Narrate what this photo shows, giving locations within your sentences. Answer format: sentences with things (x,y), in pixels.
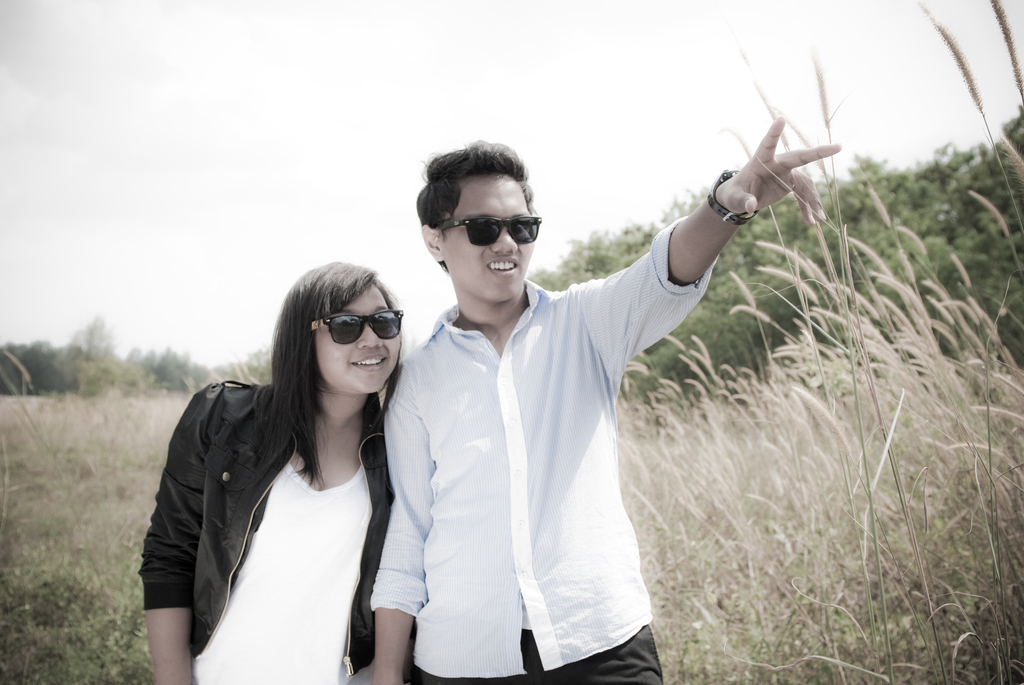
In this image, there are a few people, trees (768,300) and plants (97,609). We can also see the sky (231,247).
